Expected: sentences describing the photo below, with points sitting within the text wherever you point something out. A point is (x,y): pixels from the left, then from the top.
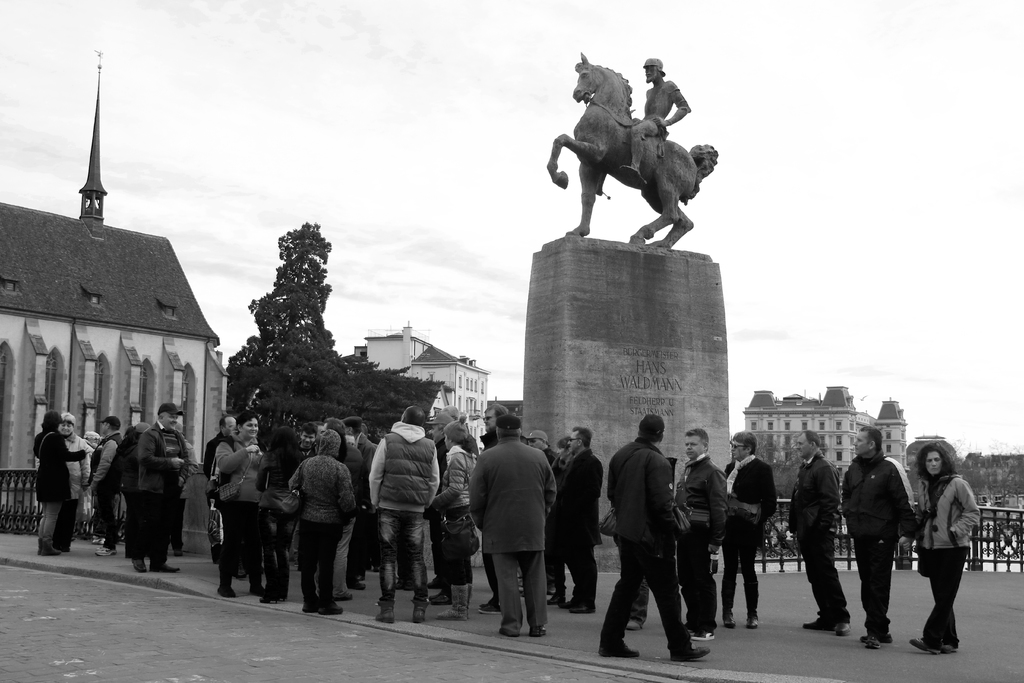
In this image I can see number of persons (584,552) are standing on the ground (504,674) and I can see a statue (658,207) of a person (668,100) sitting on a horse (613,121). In the background (636,113) I can see few trees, few buildings (437,389), the railing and the sky (757,140). I can see this is a black and white picture.
